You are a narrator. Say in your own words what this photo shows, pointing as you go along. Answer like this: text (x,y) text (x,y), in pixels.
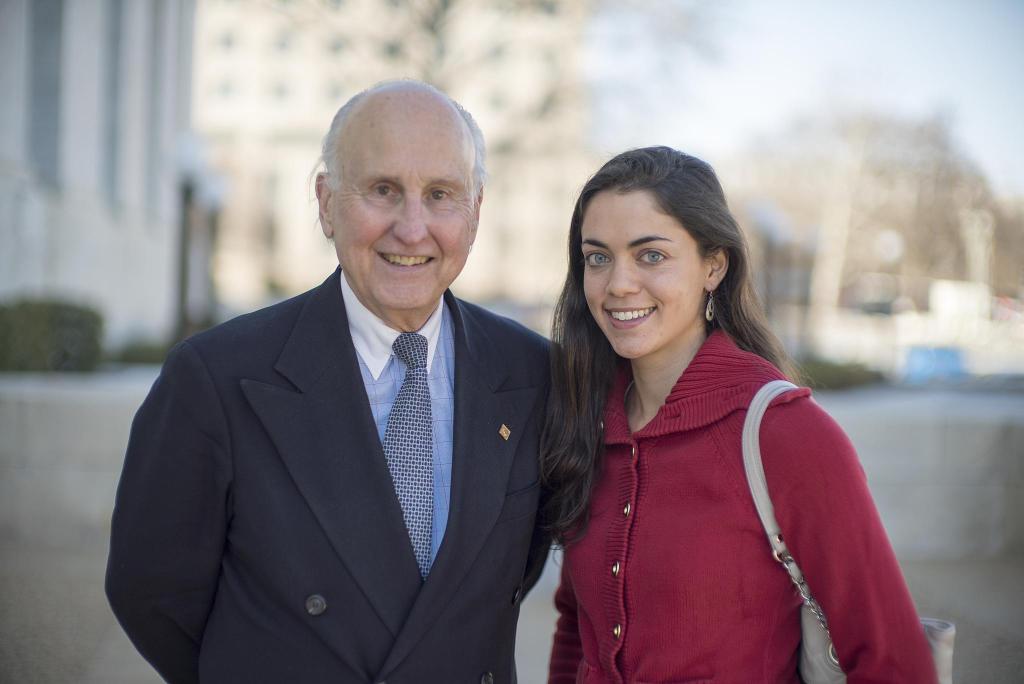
In this image I can see a person (380,370) wearing white shirt (380,370), tie (400,466) and black blazer (390,499) and a woman (632,515) wearing red color dress (681,529) is standing and smiling. In the background (508,301) I can see few buildings (236,243), few trees (898,221) and the sky (886,77).
